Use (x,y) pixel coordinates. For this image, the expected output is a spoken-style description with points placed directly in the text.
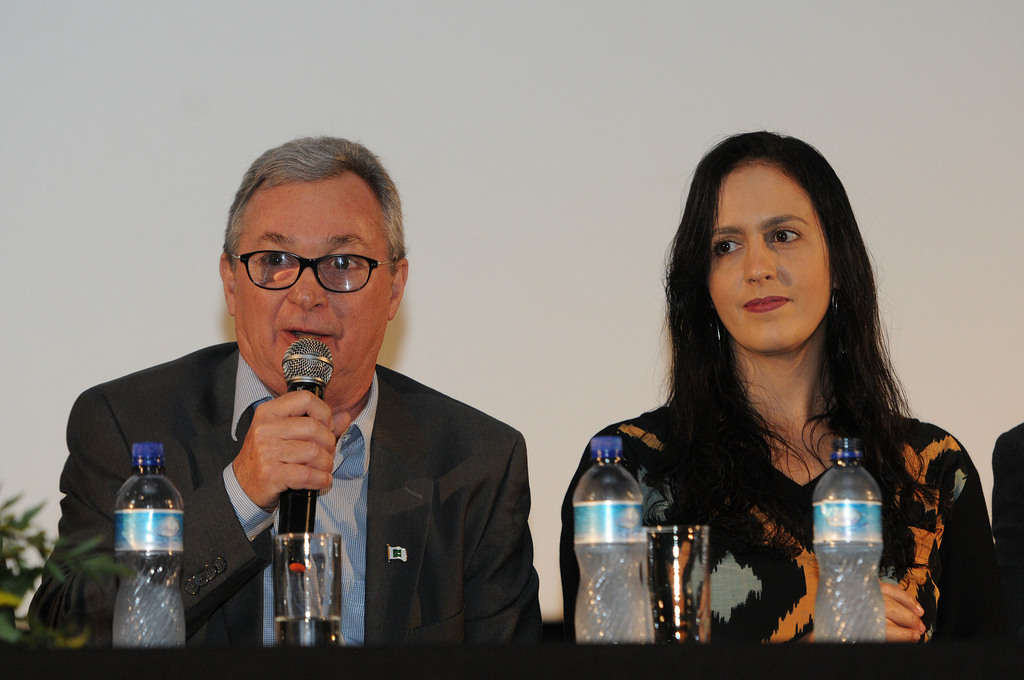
In this image there are two persons (677,346) are sitting in middle of this image (359,349). The left side person (346,433) is wearing a black color blazer (398,531) and holding a Mic (294,495) and the right side person (730,414) is sitting and there is wall (442,118) in the background (339,115), and there are some bottles (147,577) are kept at bottom of this image (840,573).
